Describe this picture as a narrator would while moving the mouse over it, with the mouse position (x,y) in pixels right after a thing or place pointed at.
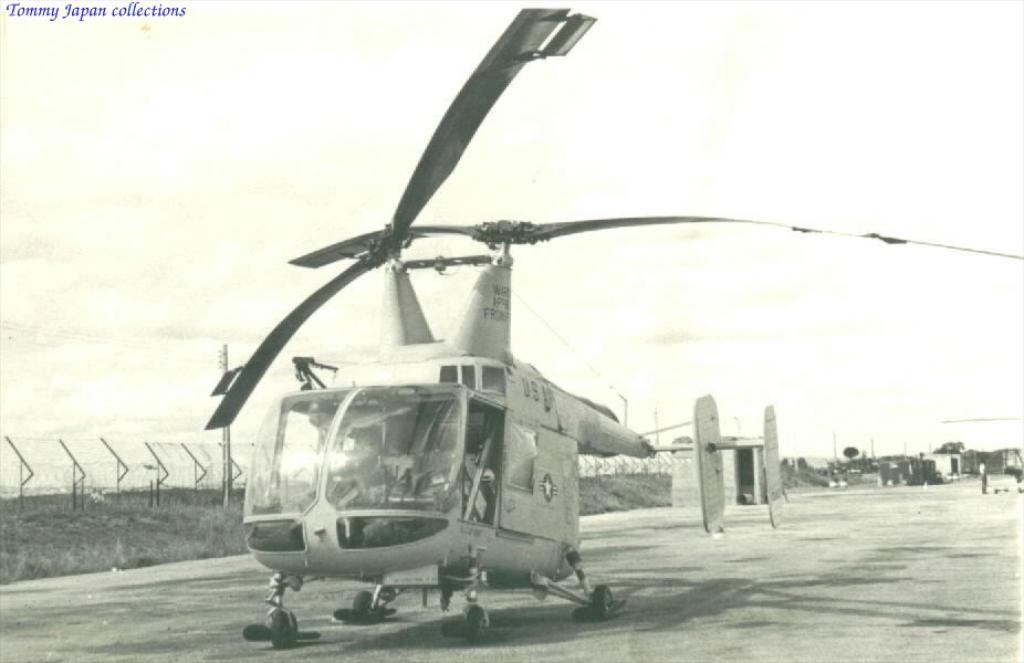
In the picture we can see a helicopter (768,495) on the runway (908,498) and beside it, we can see fencing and behind it, we can see a person (985,465) standing far away and near him we can see a small house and behind it we can see the sky (130,408).
